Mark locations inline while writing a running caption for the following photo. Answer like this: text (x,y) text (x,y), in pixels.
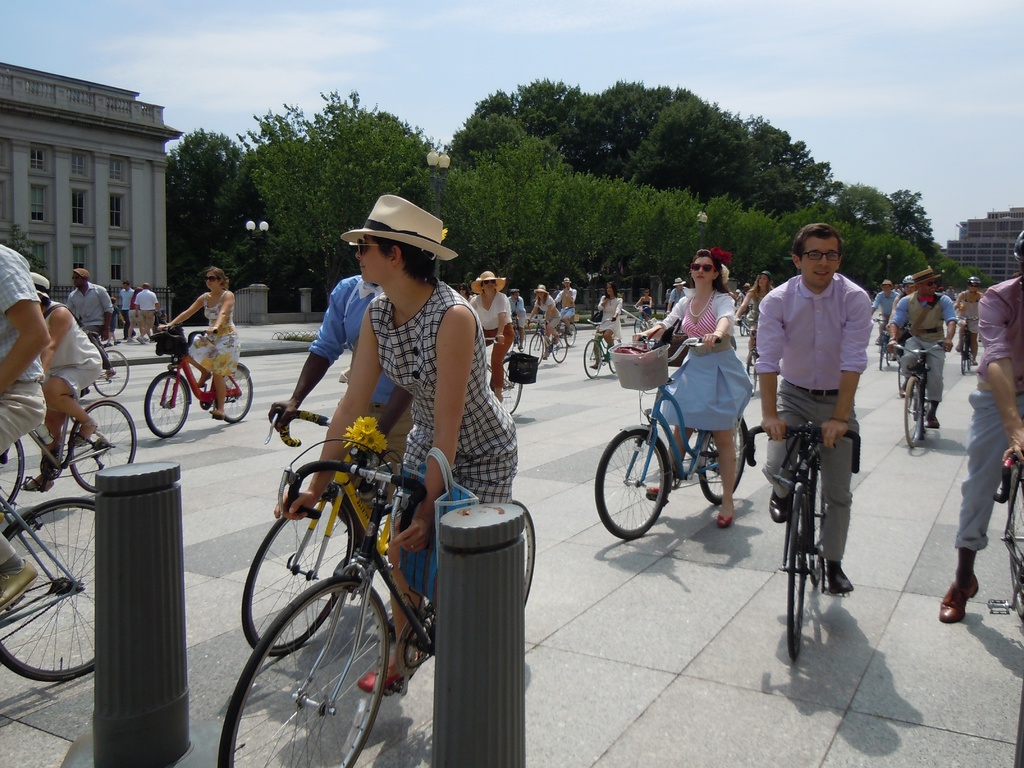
In this image there are many people (364,359) riding bicycle (693,465). On the right (795,452) there is a man (821,405) he wear shirt (812,346), trouser (830,407) and shoes (838,584), he is riding bicycle (792,563). In the back ground (66,246) some people (150,304) are walking, there is a building (105,235), trees (492,198), sky (867,161) and clouds (293,58).
